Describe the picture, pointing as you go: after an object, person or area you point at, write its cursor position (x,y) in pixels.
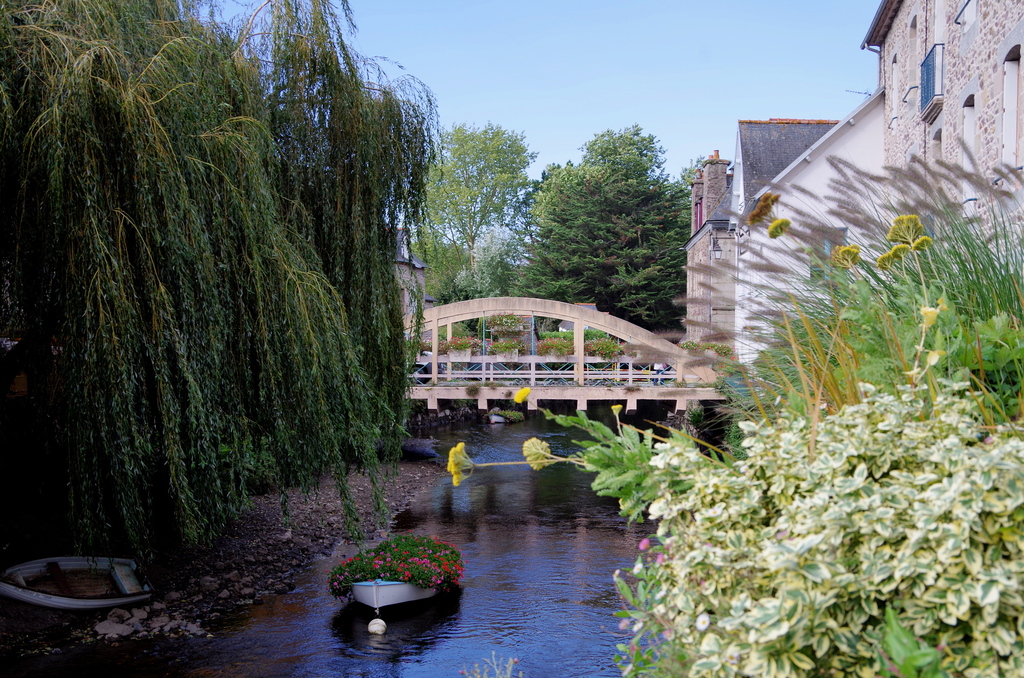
In this picture I can observe a stream (443,628) in the middle of the picture (501,435). In the bottom of the picture (415,582) I can observe a boat (389,579) floating on the water (460,614). There is a bridge (528,371) over the stream (508,428). On either sides of the stream (476,606) I can observe some trees (328,230) and plants (842,468). On the right side (812,211) there is a building (814,209). In the background (655,83) there is sky (576,70).
